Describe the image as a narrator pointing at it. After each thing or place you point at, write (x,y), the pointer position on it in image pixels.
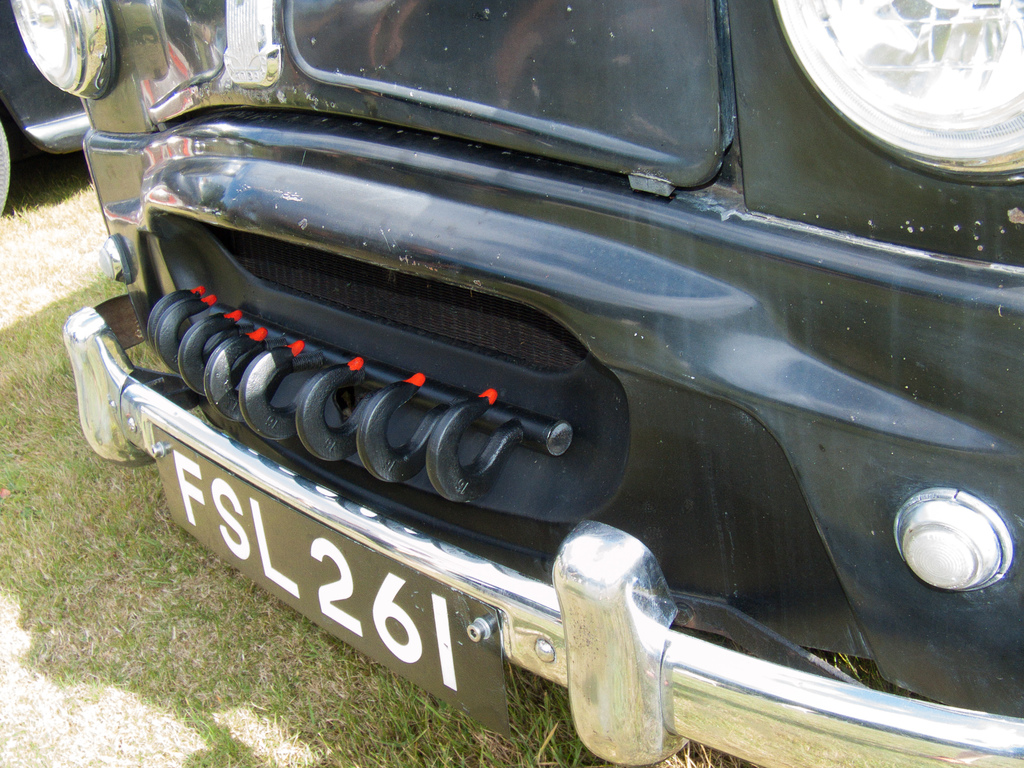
In this image I can see the vehicles (83,336) on the grass (130,650). I can see the number plate (326,620) to one of the vehicle (372,620).
